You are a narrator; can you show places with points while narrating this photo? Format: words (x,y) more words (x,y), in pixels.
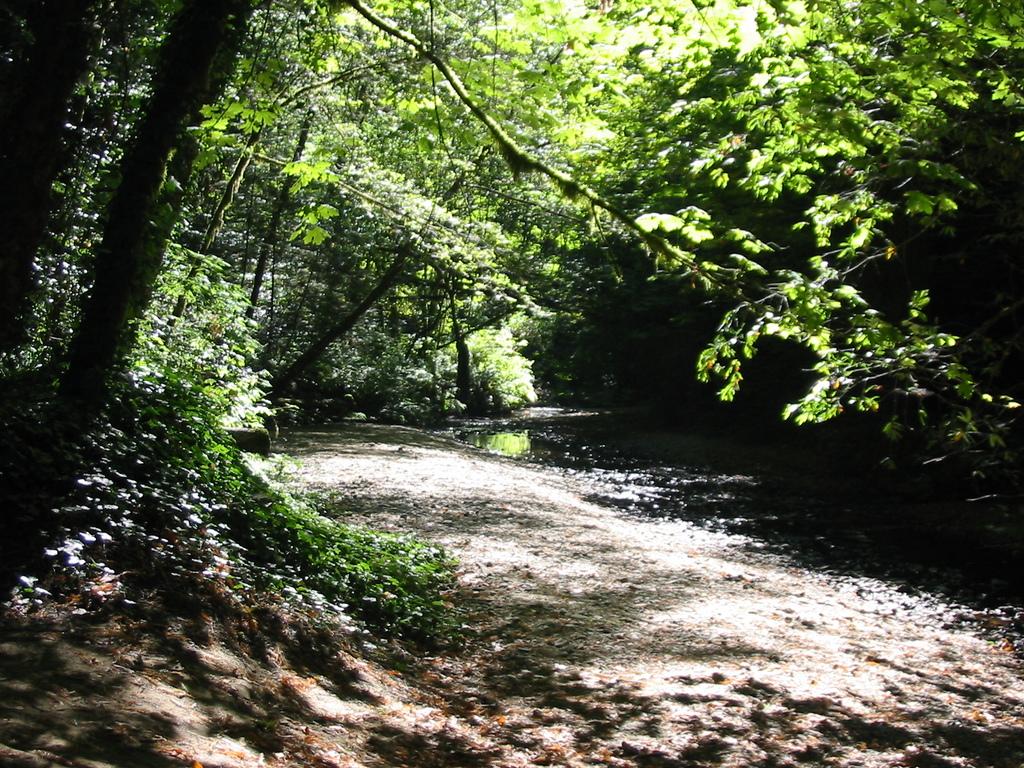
In the image we can see trees (380,208), plants (203,420), dry leaves (553,701) and water (602,437).
